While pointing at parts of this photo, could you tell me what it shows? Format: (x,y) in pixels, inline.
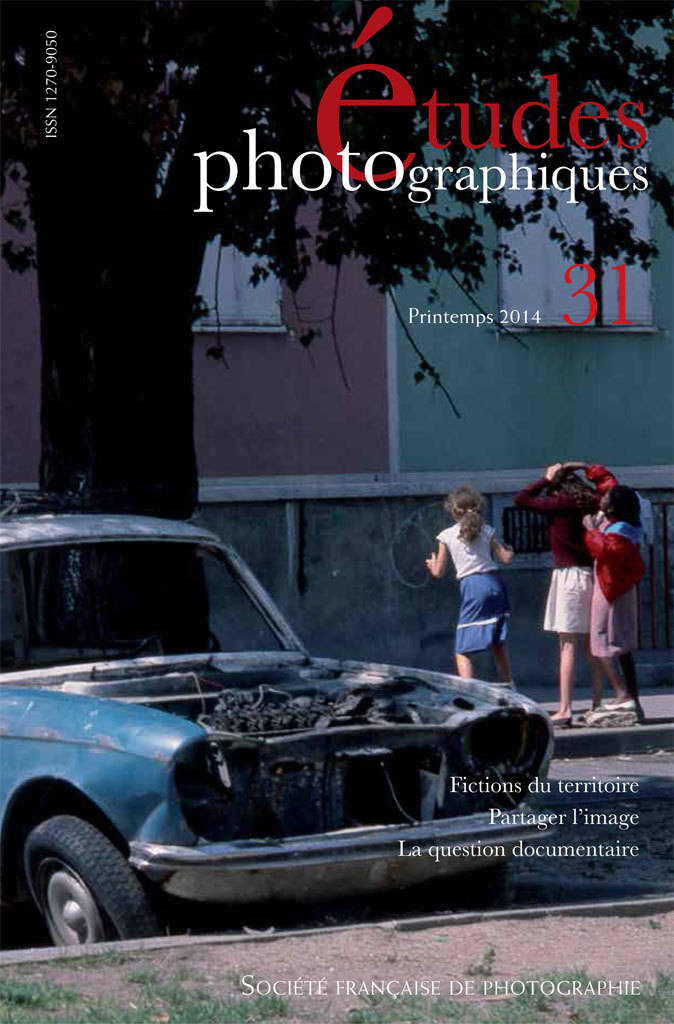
In this image we can see a picture of a group of people (486,636) standing on the ground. In the foreground (386,832) we can see a car (279,759) parked on the road (514,895) and some grass (279,1023). In the background (625,253), we can see a building (509,288) with windows (516,254) and a tree (610,41). In the bottom (497,847) we can see some text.
